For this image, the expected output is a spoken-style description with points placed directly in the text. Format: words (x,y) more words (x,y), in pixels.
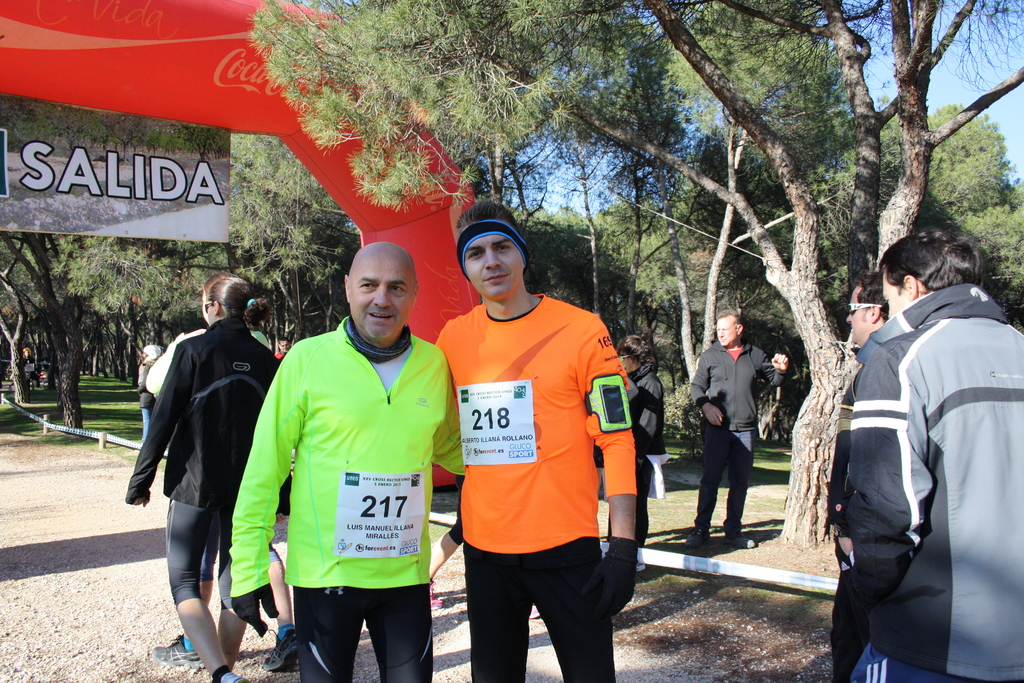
In the picture we can see two men (565,490) are standing on the path (150,523), and on their T-shirts (541,329) we can see numbers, they are wearing green and orange color T-shirts (558,331) and around them, we can see some people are standing, some are walking and behind them we can see trees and grass surface (103,423) and a board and written on it as SALIDA.
